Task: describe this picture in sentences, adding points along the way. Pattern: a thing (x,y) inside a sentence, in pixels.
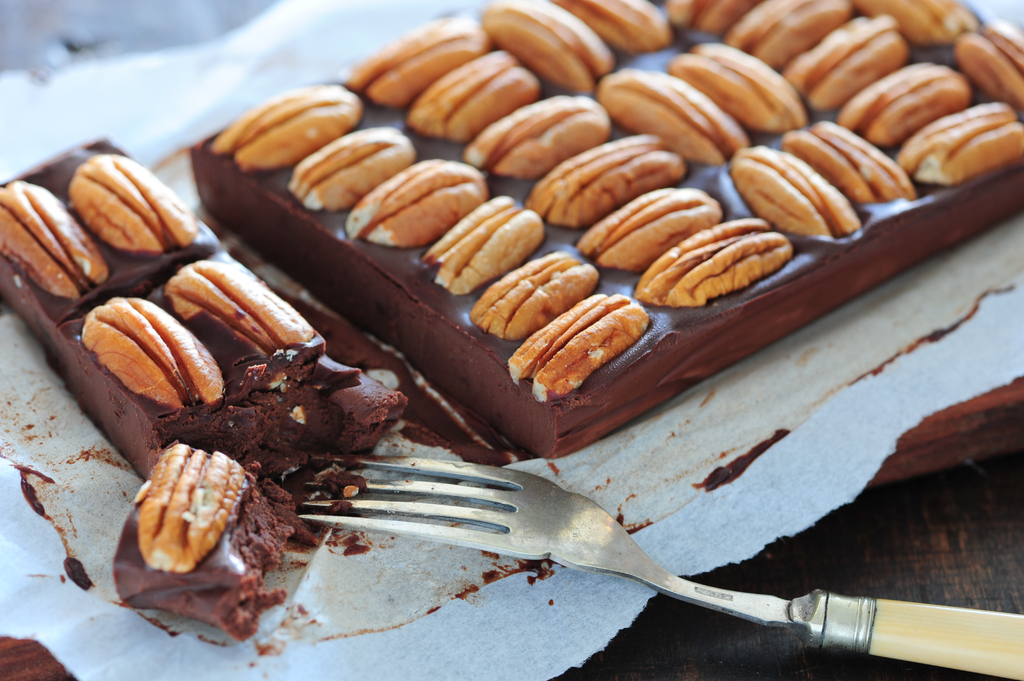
As we can see in the image there are chocolates (15,289) and a fork (569,495).
